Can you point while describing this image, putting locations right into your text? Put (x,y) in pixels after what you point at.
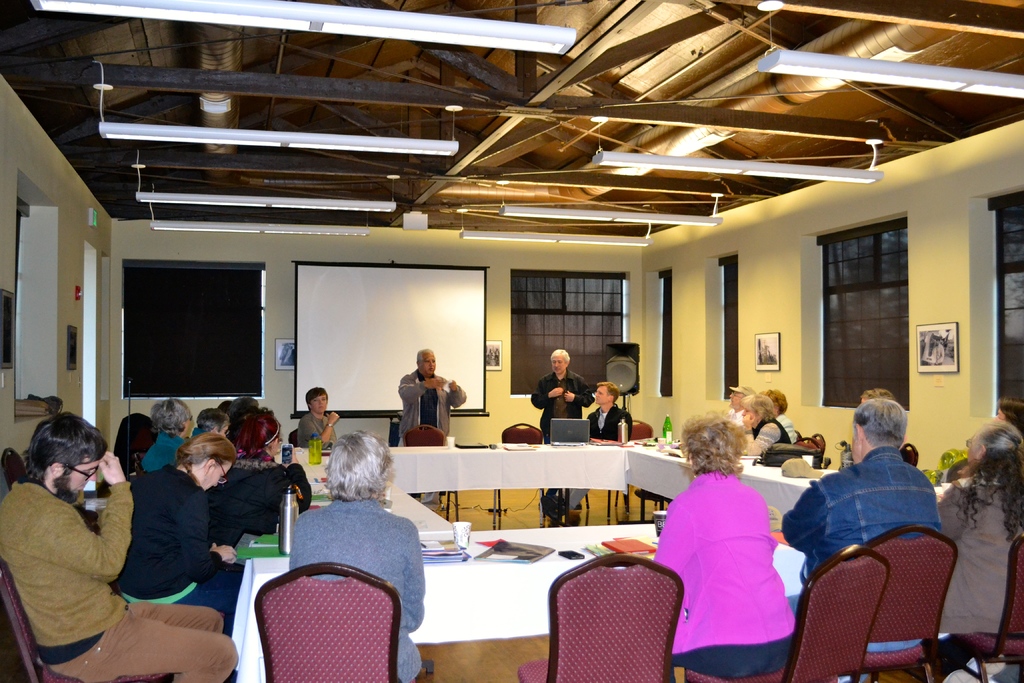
This image is clicked in a meeting room (531,247) where there are so many tables (547,566) arranged in a rectangular manner, there are so many chairs (630,563) around that tables (407,477) and so many people (384,469) are sitting around the table (506,534) in that chairs (839,583). There are books (437,554), Cup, bottle (666,430), laptop (560,432), caps (793,472) on that tables (804,479), there is a man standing in the middle of the image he is explaining something and there are Windows (837,334) on the right side (880,313), there are tube lights (906,83) on the top (944,82) and there is a board (453,370) in the middle of the image (446,346) there are window Blinds (585,321) to the windows (899,301) there are photo frames (779,339) to the wall (783,360) which are on the left side (68,366) and right side (764,364).
